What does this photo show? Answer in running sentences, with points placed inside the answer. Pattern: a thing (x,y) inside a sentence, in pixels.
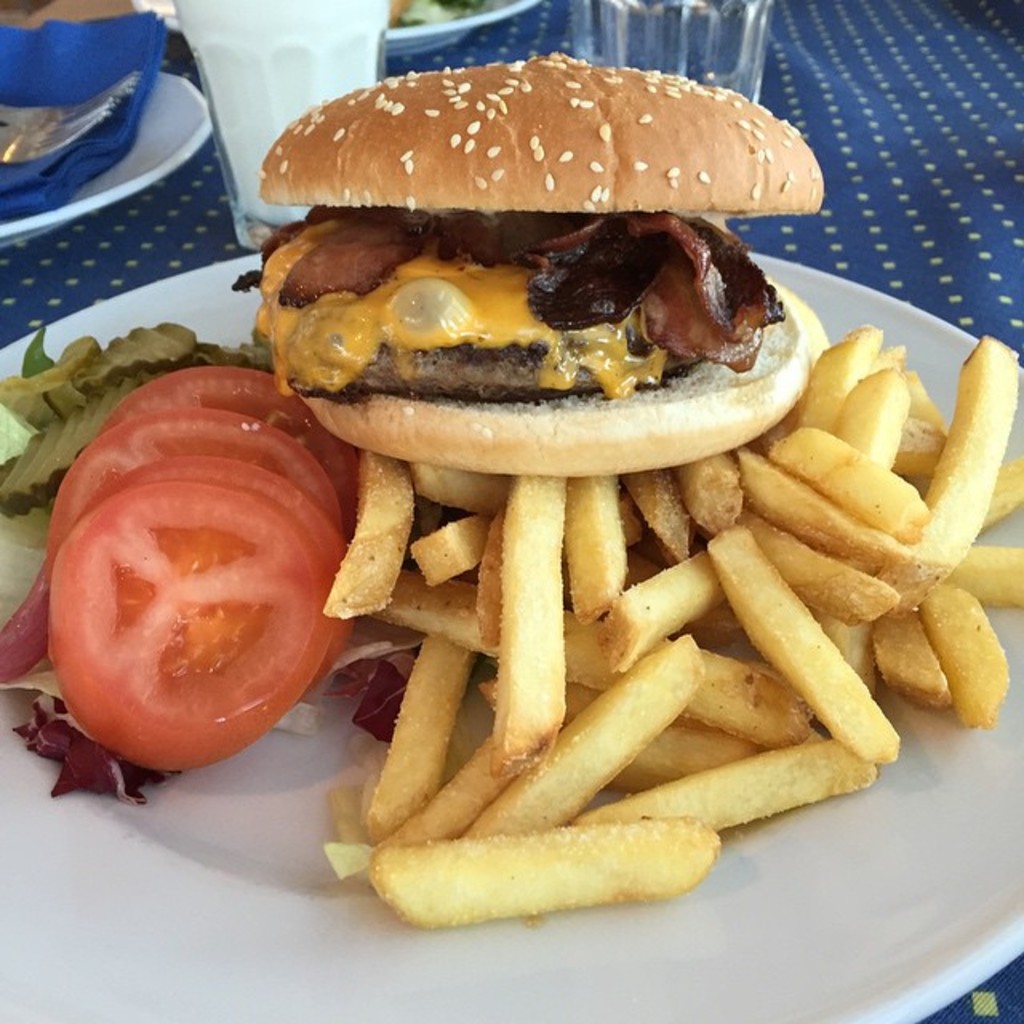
In this picture there are few eatables (494,553) placed in a table (12,291) and there are two glasses (312,41) and some other objects (428,36) placed in front of it.
